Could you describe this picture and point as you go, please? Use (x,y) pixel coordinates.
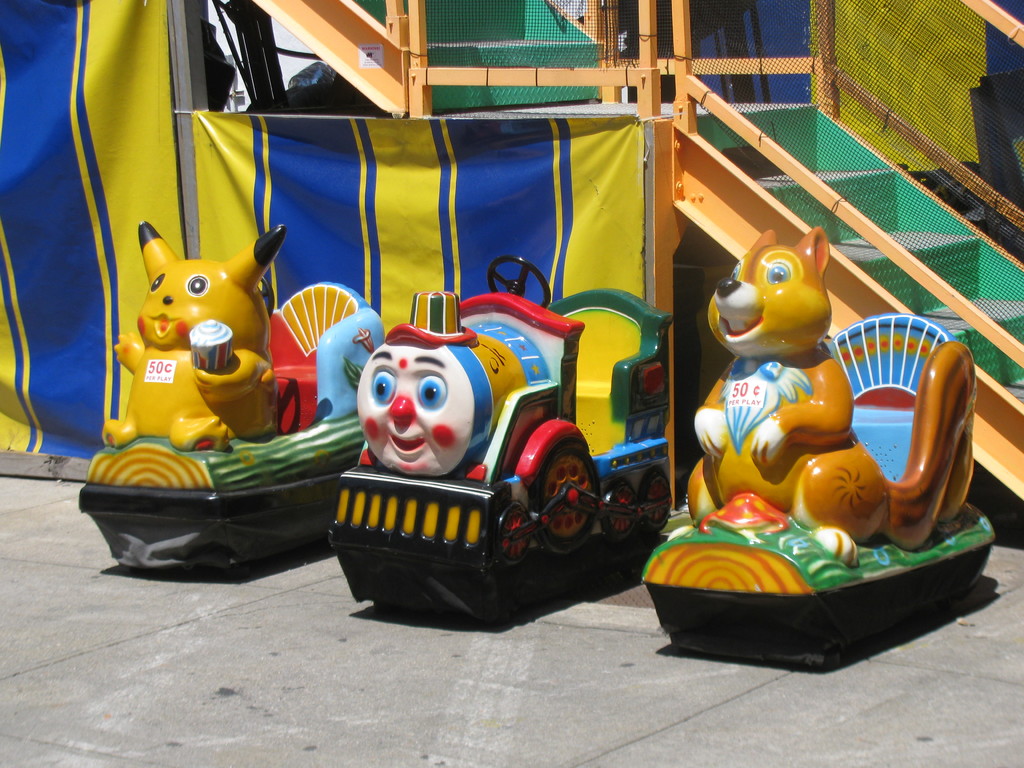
In this picture I can see there are toys (582,350) and in the backdrop (645,28), there are metal stairs (745,162) with a railing (422,9) and a net (986,239).
